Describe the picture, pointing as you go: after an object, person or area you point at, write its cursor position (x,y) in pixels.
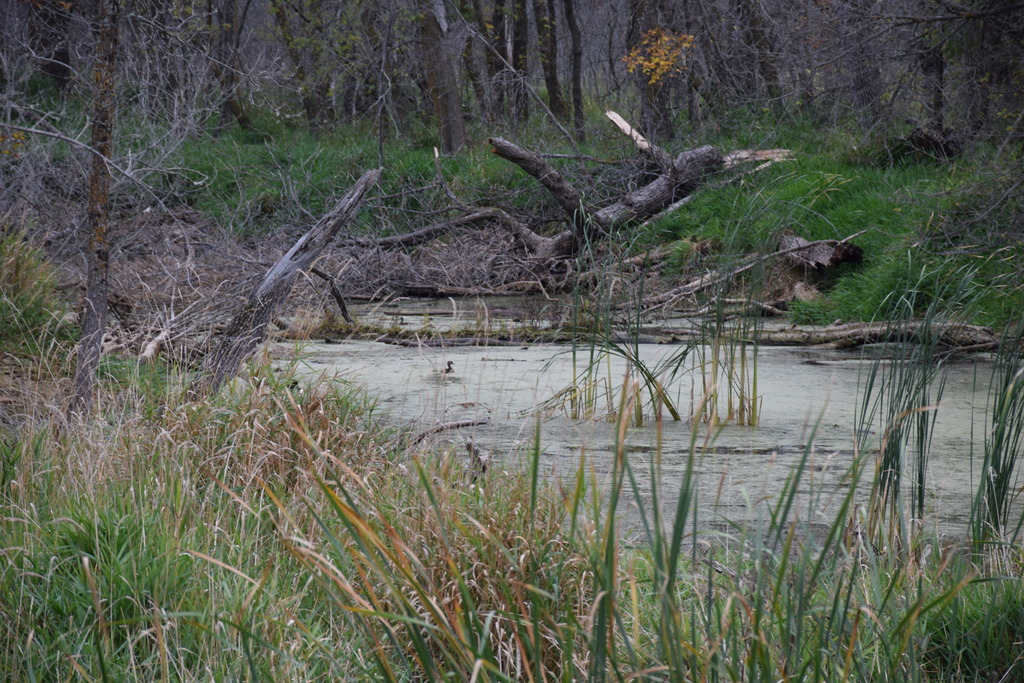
In this image we can see some trees (679,42), plants (550,526), grass (697,231), trunks (638,195), and the water (740,433).
